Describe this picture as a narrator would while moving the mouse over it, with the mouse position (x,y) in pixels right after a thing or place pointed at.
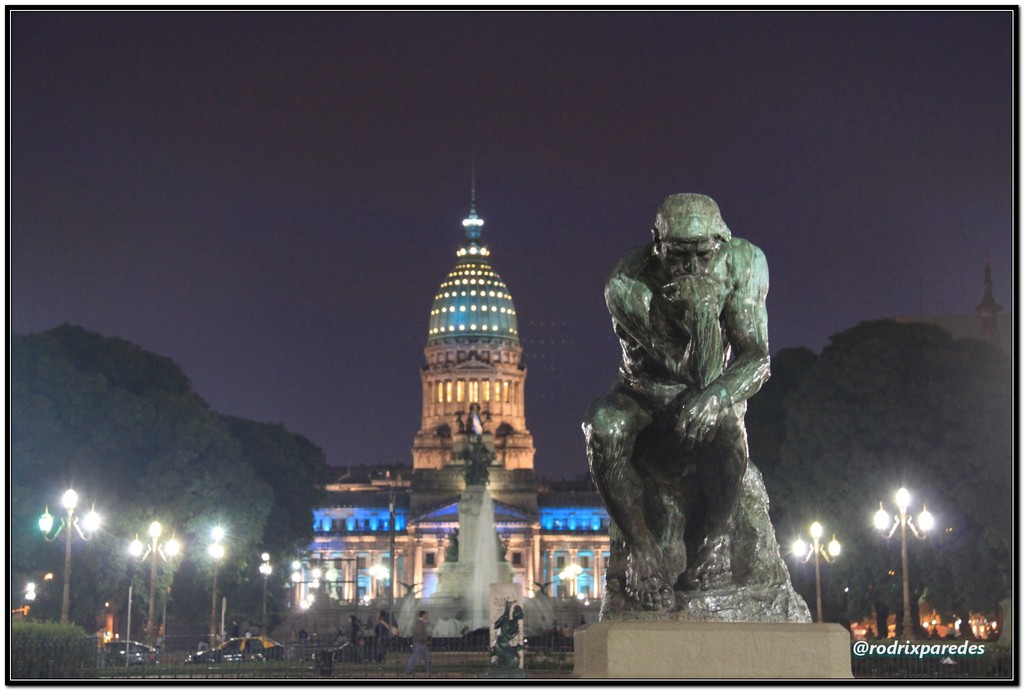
In this image I can see a sculpture (633,375). In the background (500,579) I can see a water fountain (489,604), number of trees (982,556), poles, number of lights (990,630), few vehicles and a building (577,547).
